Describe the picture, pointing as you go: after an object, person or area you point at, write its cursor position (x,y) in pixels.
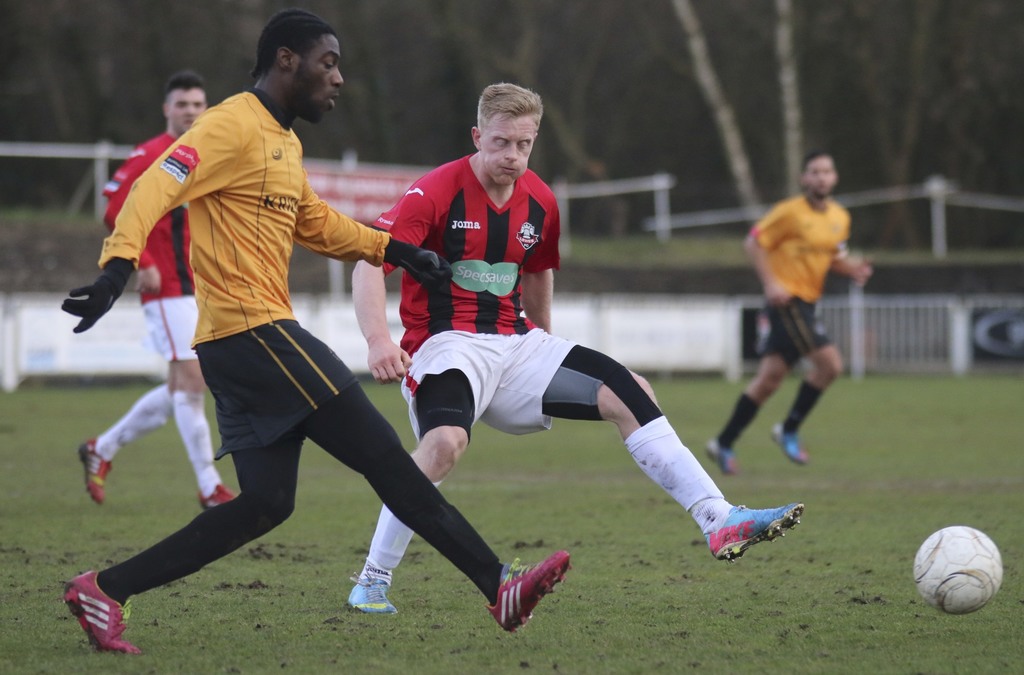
In this image I can see grass ground (505,483) and on it I can see four people (259,40) are standing. I can see two of them are wearing red dress (471,270) and two of them are wearing yellow. I can also see something is written on their dresses (402,224) and I can see all of them are wearing football shoes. Here I can see white football (930,546) and in the background (859,129) I can see number of trees (390,71) and I can see this image is little bit blurry from background (191,45).
